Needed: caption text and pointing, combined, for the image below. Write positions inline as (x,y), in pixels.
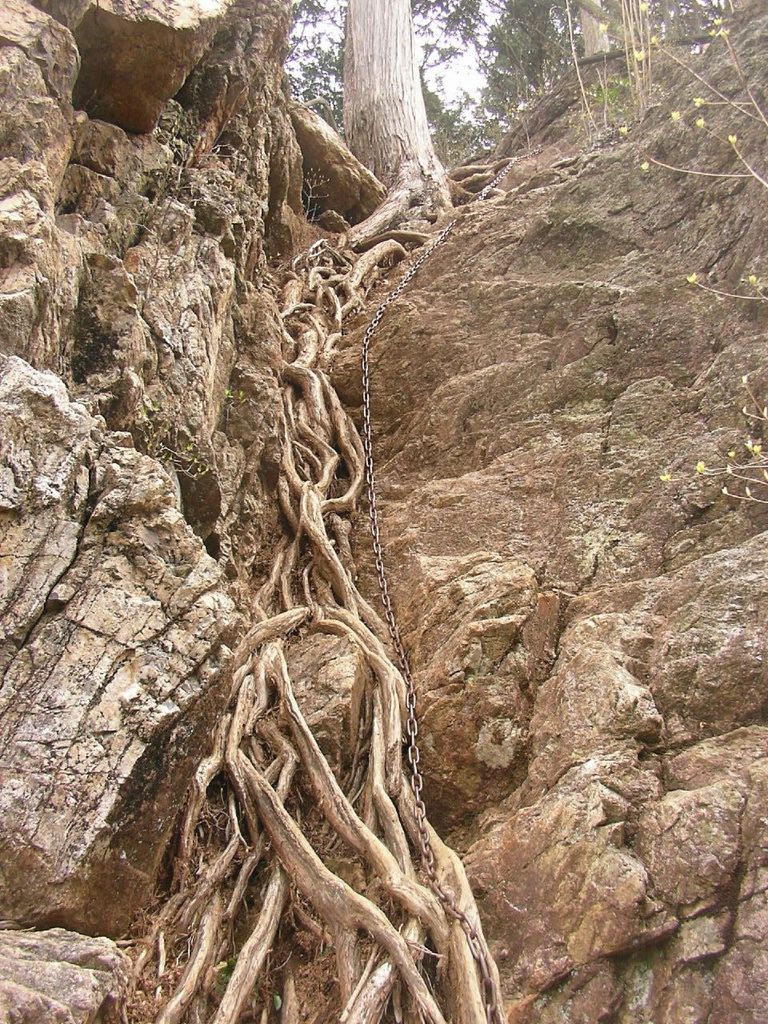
In this image, we can see some roots (313,335) and chain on the hill (359,372). There is a stem (349,128) at the top of the image (381,46).
